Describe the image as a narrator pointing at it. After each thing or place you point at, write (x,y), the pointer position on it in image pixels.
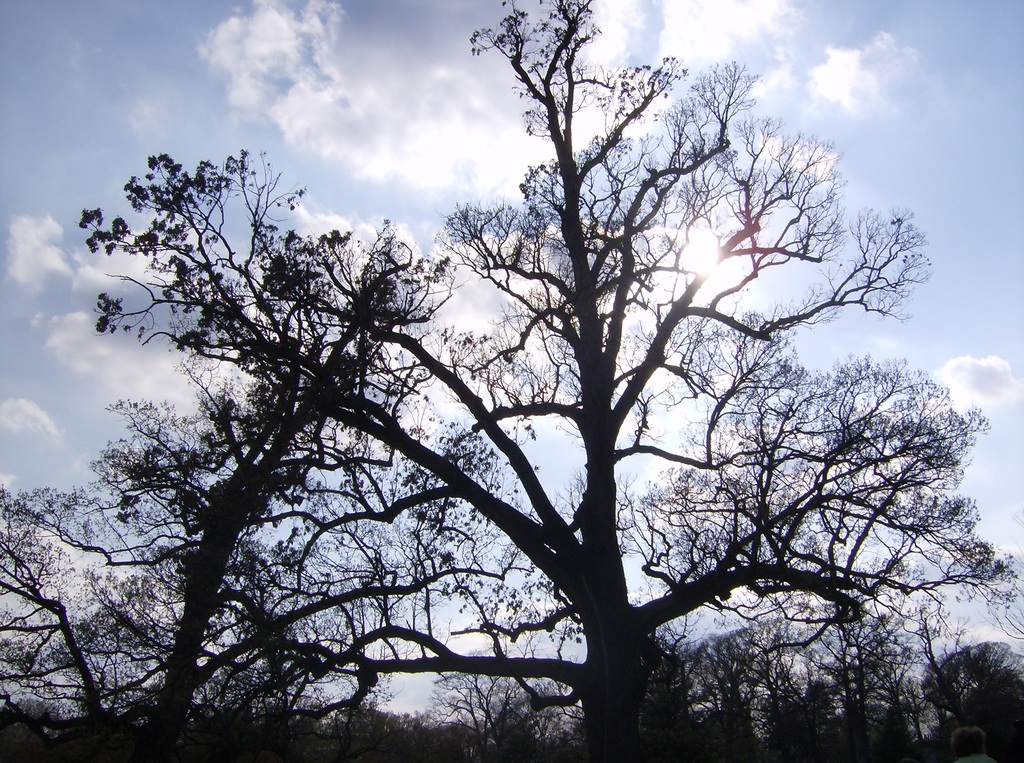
In this image there are few trees (632,447) having leaves (772,446). Background (936,152) there is sky (277,220) with some clouds (453,10).
